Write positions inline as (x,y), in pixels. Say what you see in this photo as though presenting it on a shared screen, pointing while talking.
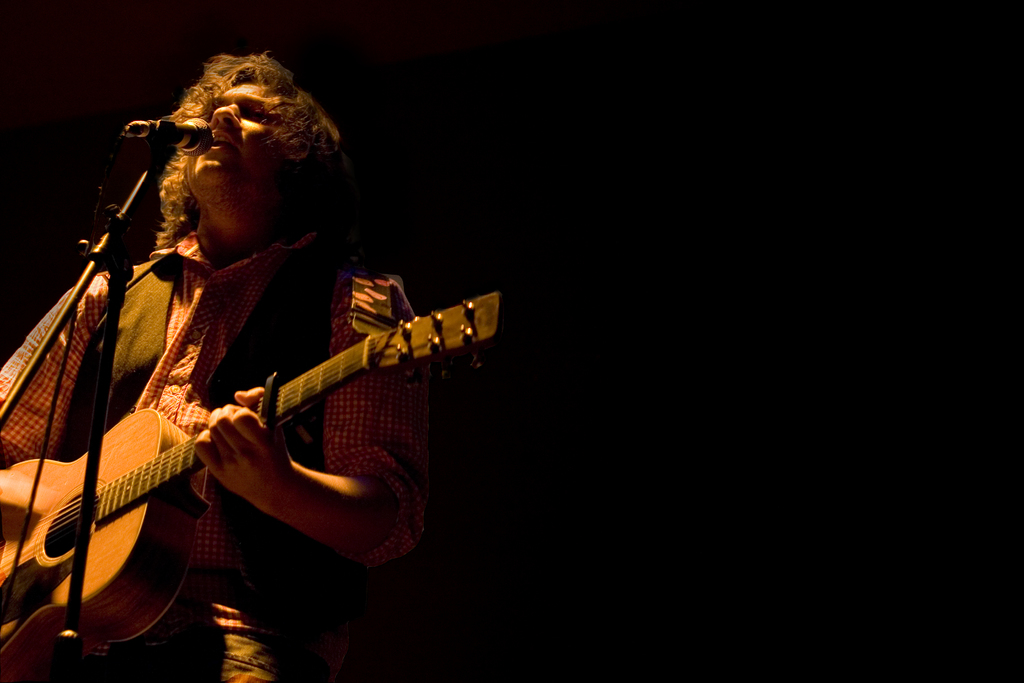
In this image i can see a man (310,353) holding a guitar (321,383) and singing in front of a micro phone (205,134).
